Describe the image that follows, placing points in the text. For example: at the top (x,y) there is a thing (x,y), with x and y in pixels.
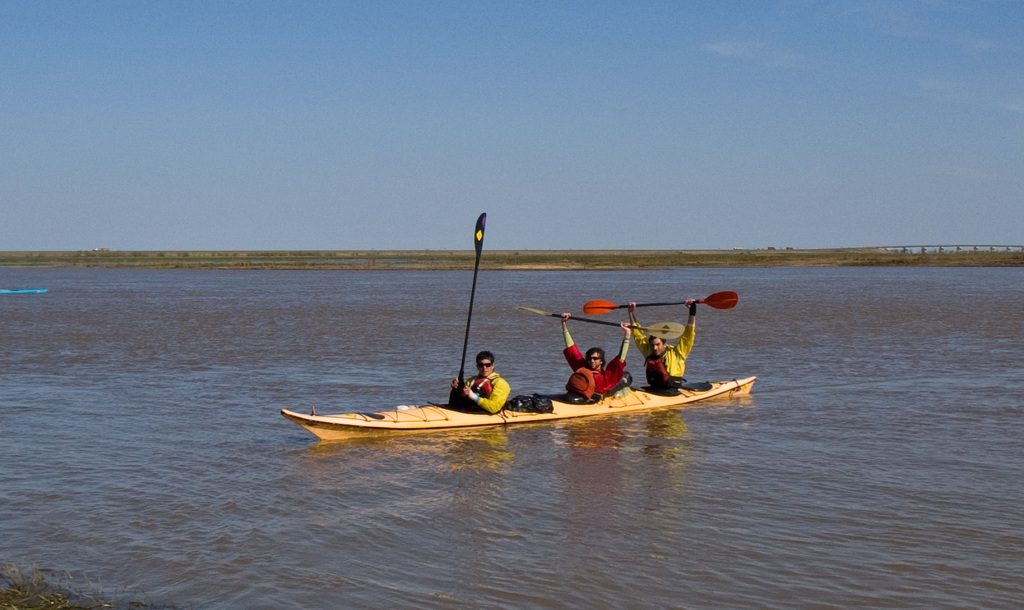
In this image there are three persons (685,361) sitting on the boat (340,419) which is on the water (374,384), and holding the paddles (636,326), and in the background (867,246) there is sky (568,172).
